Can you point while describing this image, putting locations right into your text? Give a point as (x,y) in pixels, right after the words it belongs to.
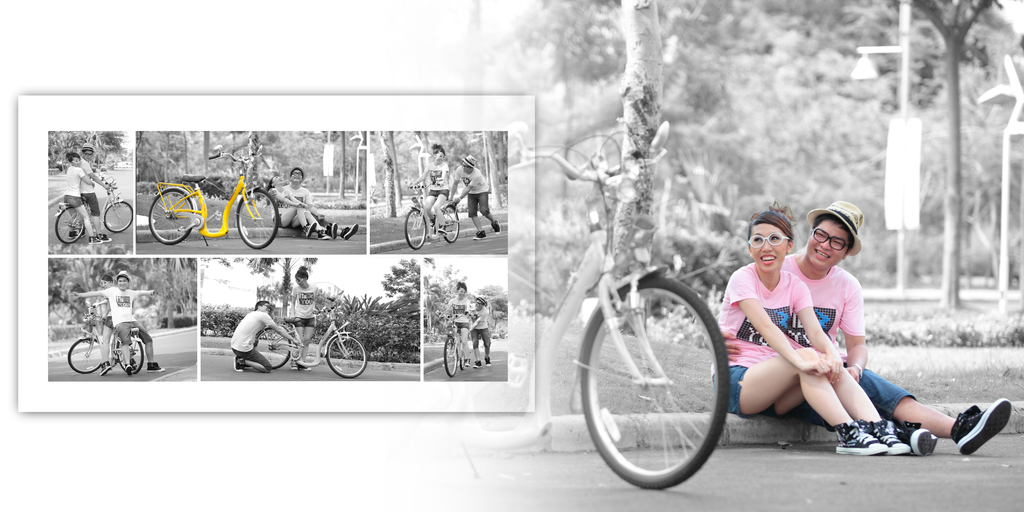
This Picture describe about the collage photo of a two person (95,201) boy (89,202) and a girl (75,205), who are enjoying and riding the bicycle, Down photo shows that a boy (126,328) is sitting on the back side of the cycle (120,353) and girl (106,341) is riding. On the right side (796,280) we can see that both are sitting on the pedestrian walking area (751,423) and smiling towards the camera.
